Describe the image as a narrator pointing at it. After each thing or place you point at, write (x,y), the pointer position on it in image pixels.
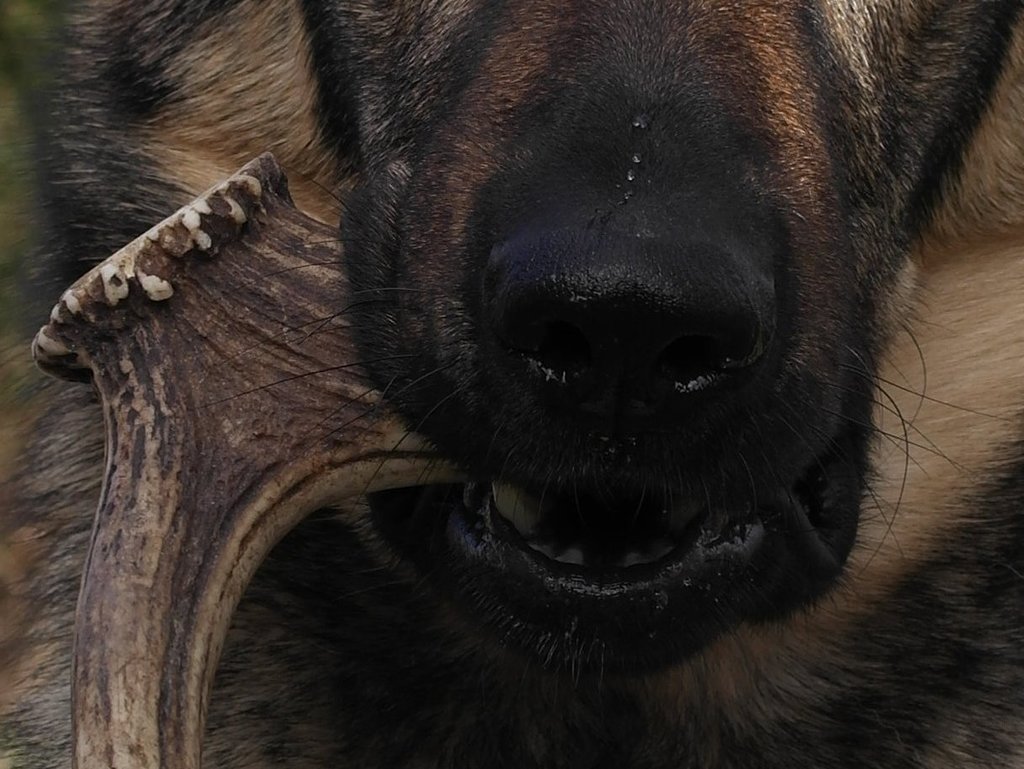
In this picture we can see an animal (451,381) holding an object (180,609) with its mouth (592,597).
